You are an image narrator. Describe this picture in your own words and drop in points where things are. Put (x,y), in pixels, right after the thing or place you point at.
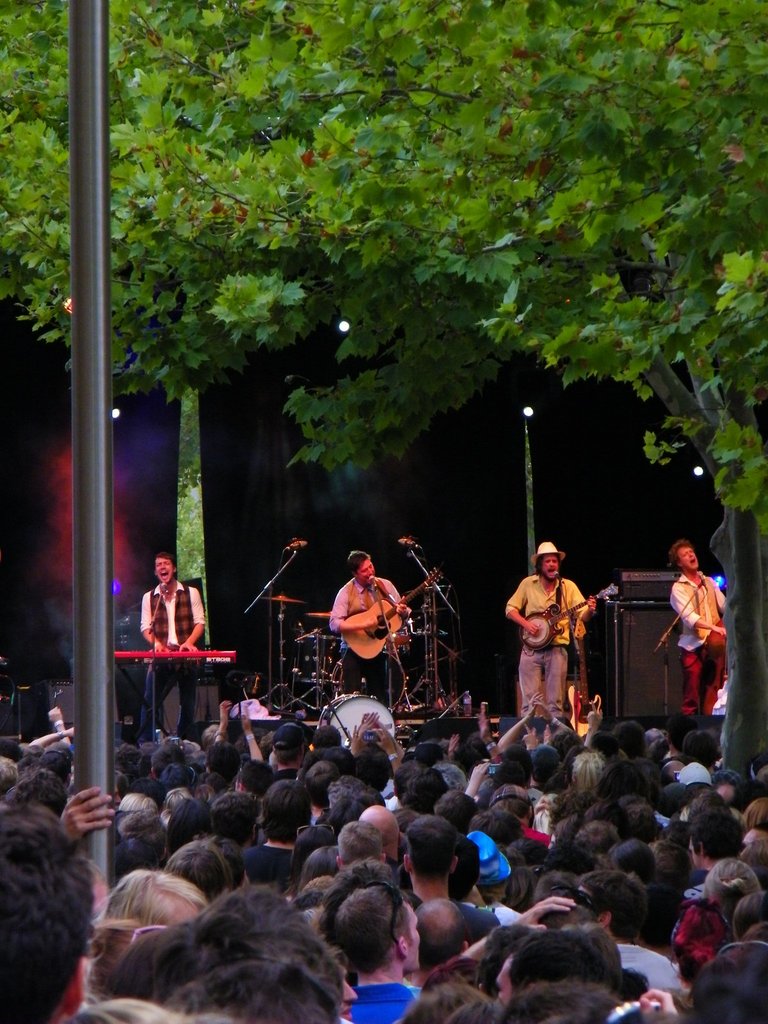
This is a picture where we can see a group of people (758,841) standing down and four people (402,608) standing on stage (232,562) holding some musical instruments (723,664) and singing and behind them we can see some trees (376,282) and lights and also a pole (74,161) in the left side (76,103).
